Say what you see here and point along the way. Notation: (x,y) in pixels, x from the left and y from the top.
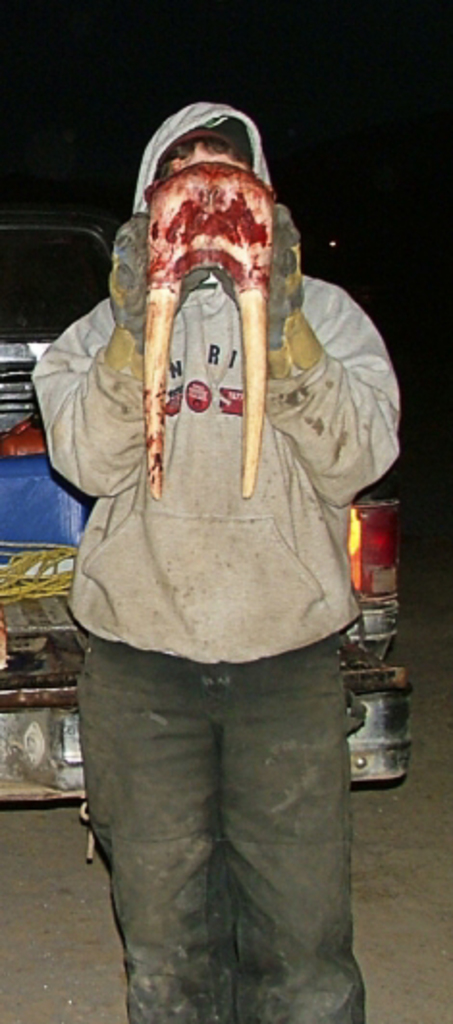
In this picture we can see a man (229,467), and he is holding something in his hand (131,288), behind to him we can see a vehicle (372,595).
